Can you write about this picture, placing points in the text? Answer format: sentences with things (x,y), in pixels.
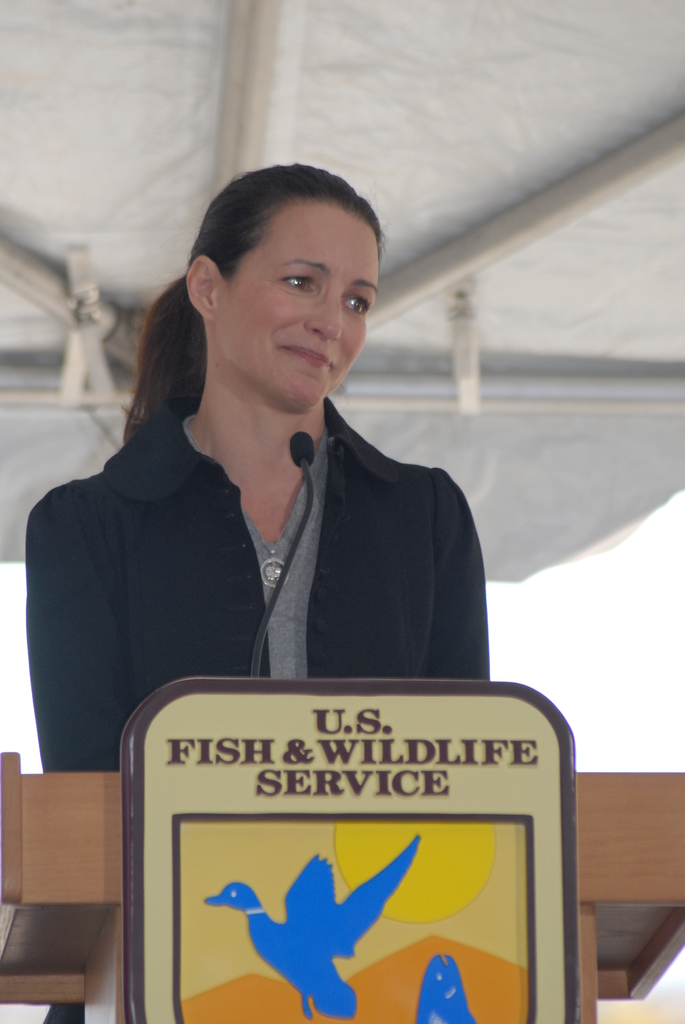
In this image there is a person (380,563) wearing a black color dress (361,514) is standing behind the wooden block (616,861) which also has microphone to it.
